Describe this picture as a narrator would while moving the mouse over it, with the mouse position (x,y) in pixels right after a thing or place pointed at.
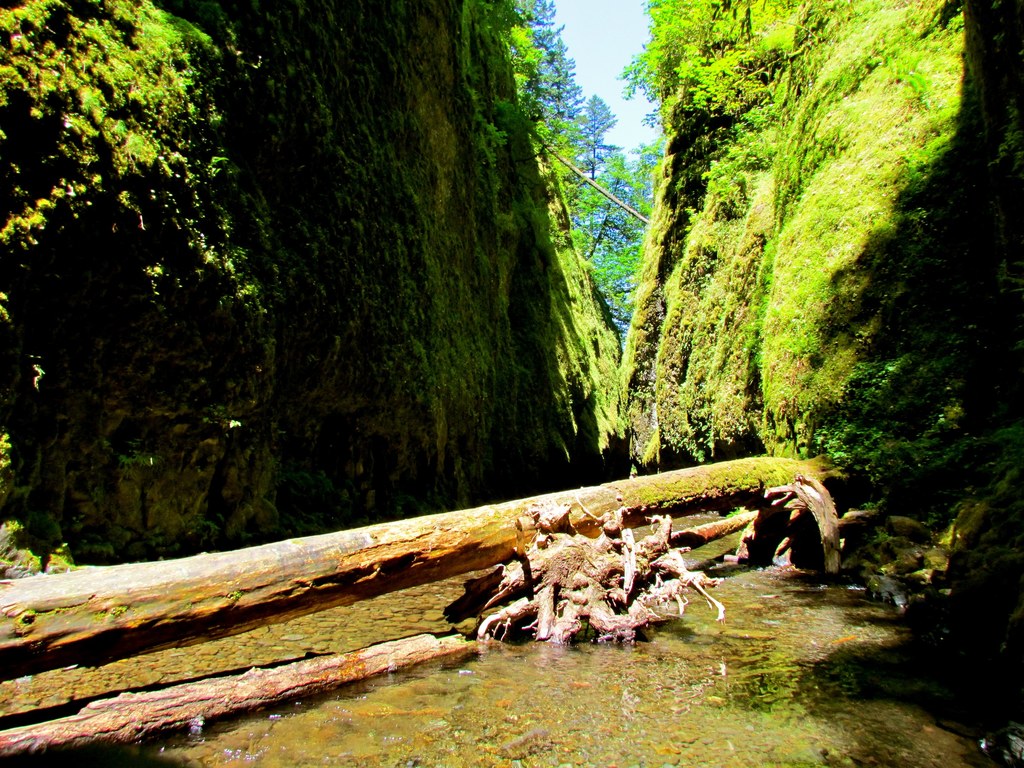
In front of the image there is water (588,646). There are trunks (524,540) of a tree (570,591). There is grass (774,257) on the rocks (342,336). In the background of the image (611,36) there are trees (589,170) and sky (616,51).
